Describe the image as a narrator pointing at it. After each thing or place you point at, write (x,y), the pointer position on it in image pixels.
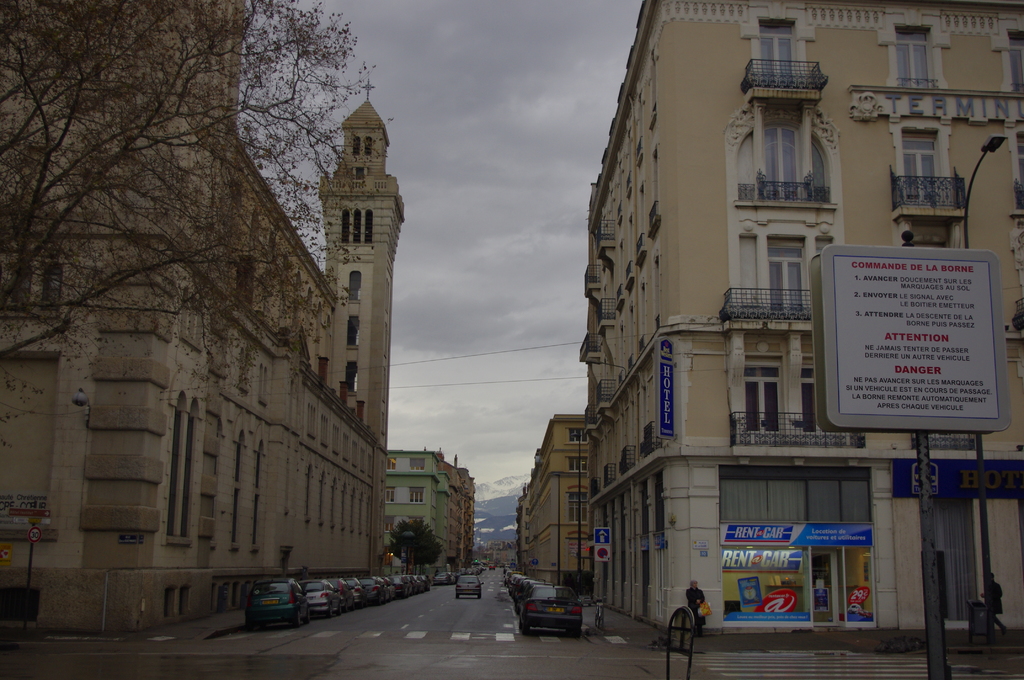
Sky (446,174) is cloudy. Buildings (167,350) with windows (814,184). Here we can see a board (936,361), light pole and trees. Vehicles (312,594) are on the road (431,615). These are sign boards (600,547). In-front of this building (830,488) there are people (695,595) and bin (978,617).
